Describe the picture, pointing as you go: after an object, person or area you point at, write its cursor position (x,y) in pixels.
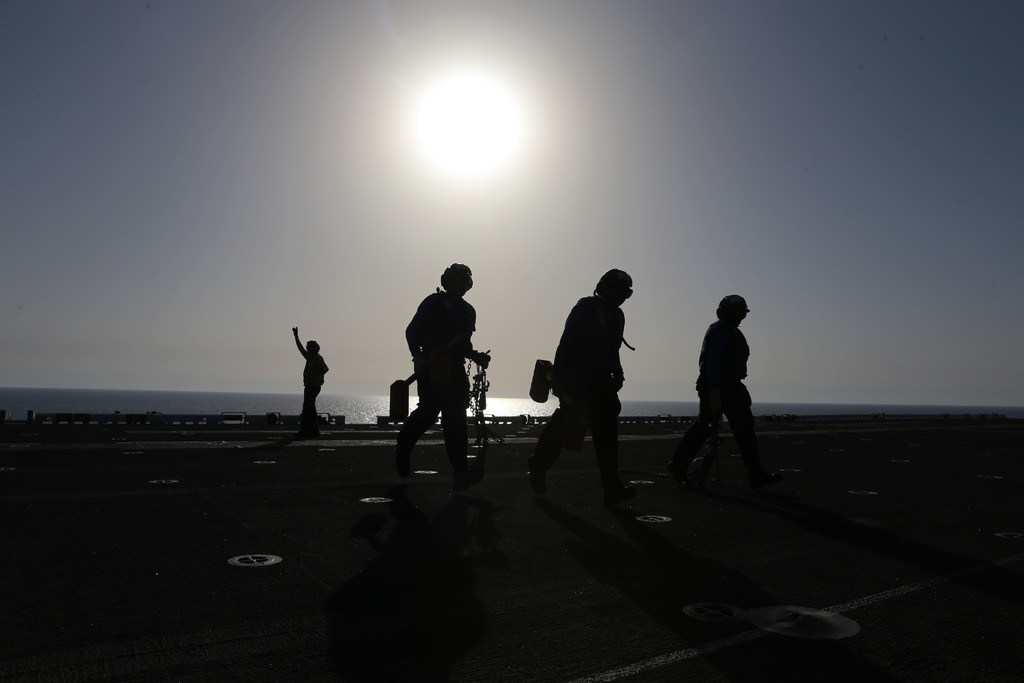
In the foreground of this picture (612,498), there are three men (612,483) walking on the deck (538,541). In the background (264,402), there is water (220,406), sky (273,155) and the sun (453,112).
